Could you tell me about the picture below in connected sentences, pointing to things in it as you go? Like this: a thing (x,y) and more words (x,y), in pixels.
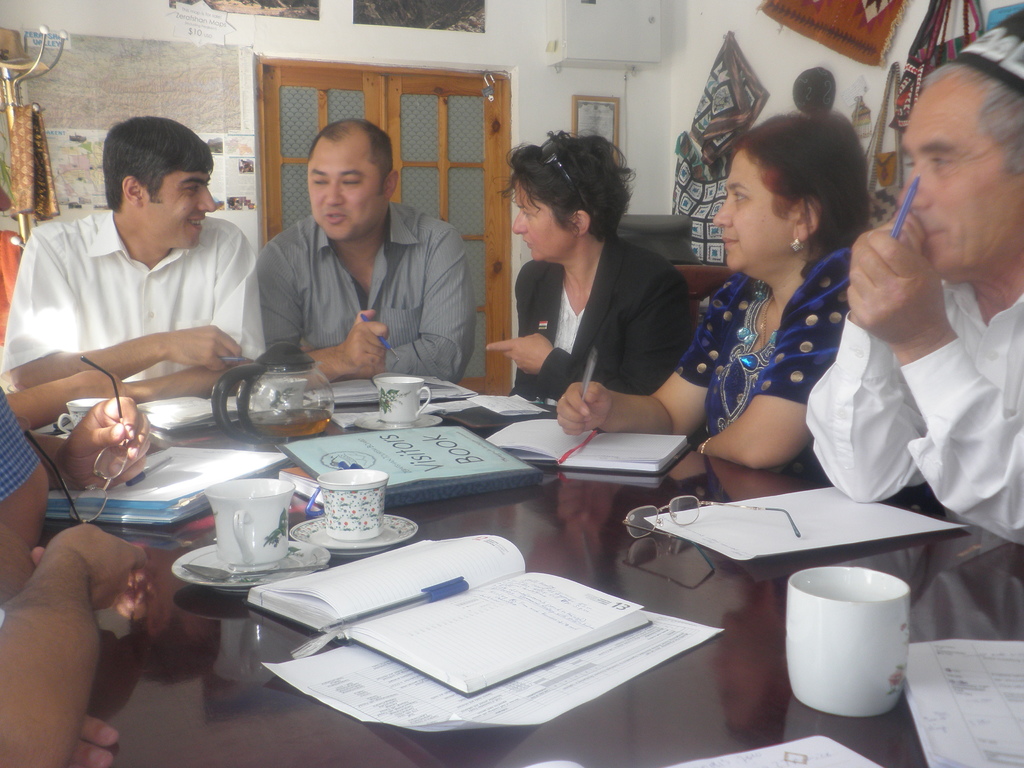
There are few people (602,327) sitting in chair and there is a table (331,422) in front of them which has books (494,643), papers (755,543), cups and some other objects (318,560) on it.
